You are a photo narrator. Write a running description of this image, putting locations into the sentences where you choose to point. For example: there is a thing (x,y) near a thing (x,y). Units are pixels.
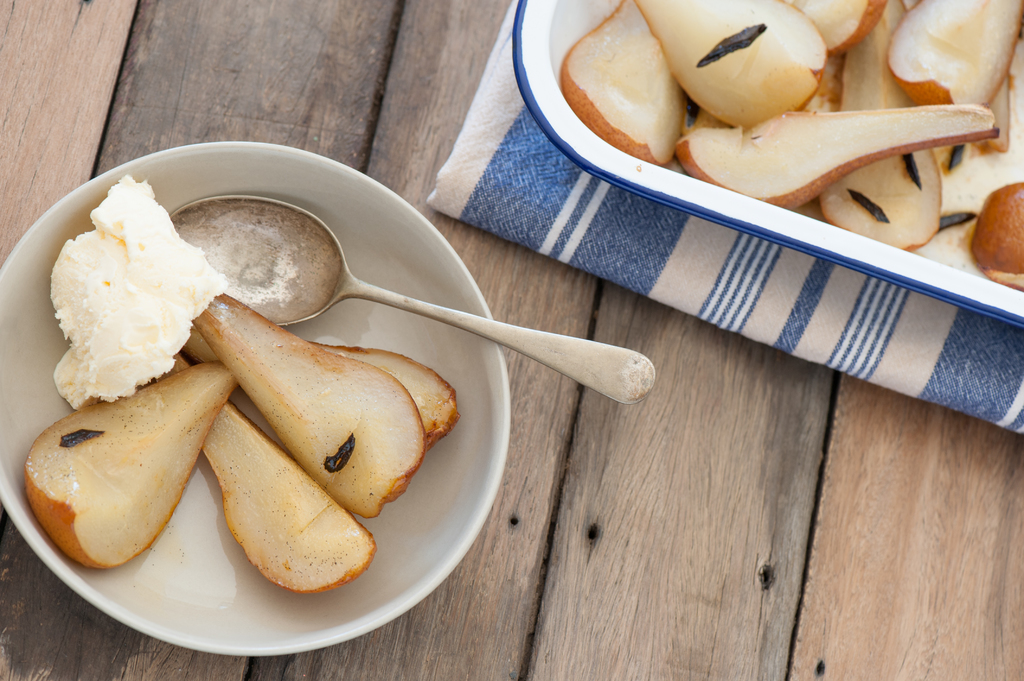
Here on the platform (264,108) there are food items (694,111) in a plate (653,164) on a cloth (640,228) and there are food items (188,413) and a spoon (297,314) in a bowl (408,342).
